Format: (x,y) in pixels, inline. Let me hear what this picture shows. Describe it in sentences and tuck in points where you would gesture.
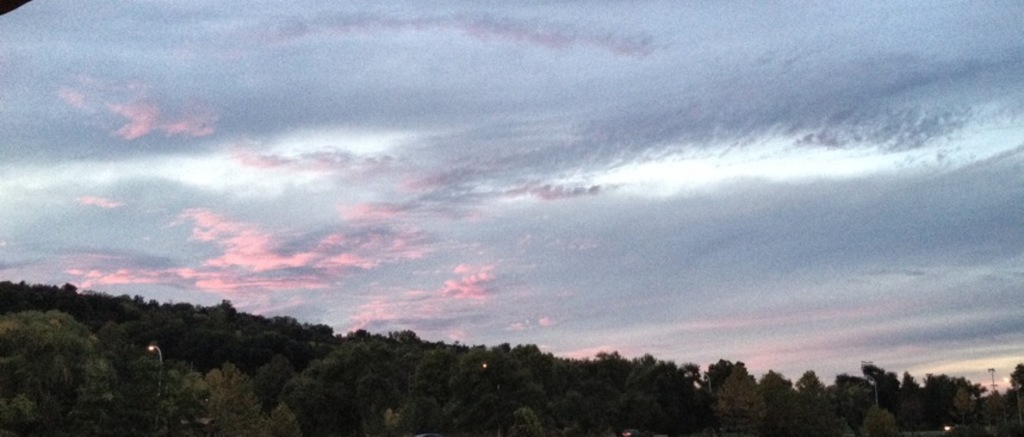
In this image, we can see trees (536,357) and lights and at the top (519,137), there are clouds (476,177) in the sky (324,212).
